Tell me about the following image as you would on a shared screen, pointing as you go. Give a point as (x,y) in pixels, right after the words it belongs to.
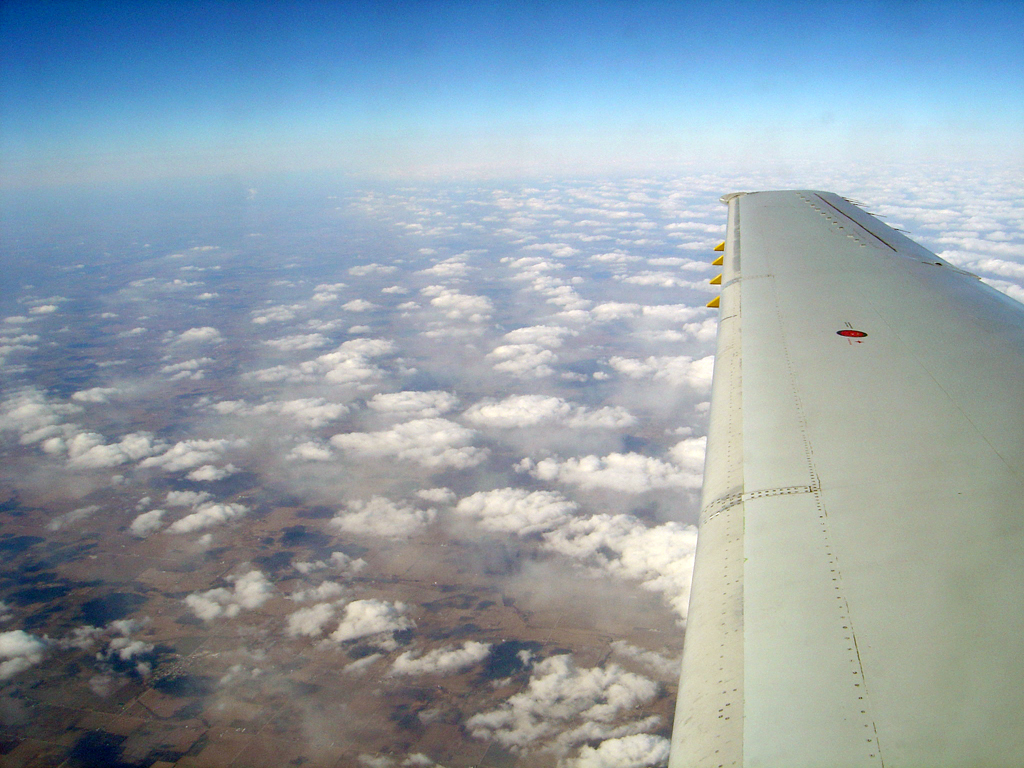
In this image there is a wing (860,485) of an aeroplane (819,430) on the right side (703,447) and there are some clouds (339,360) as we can see in the background (699,206).
